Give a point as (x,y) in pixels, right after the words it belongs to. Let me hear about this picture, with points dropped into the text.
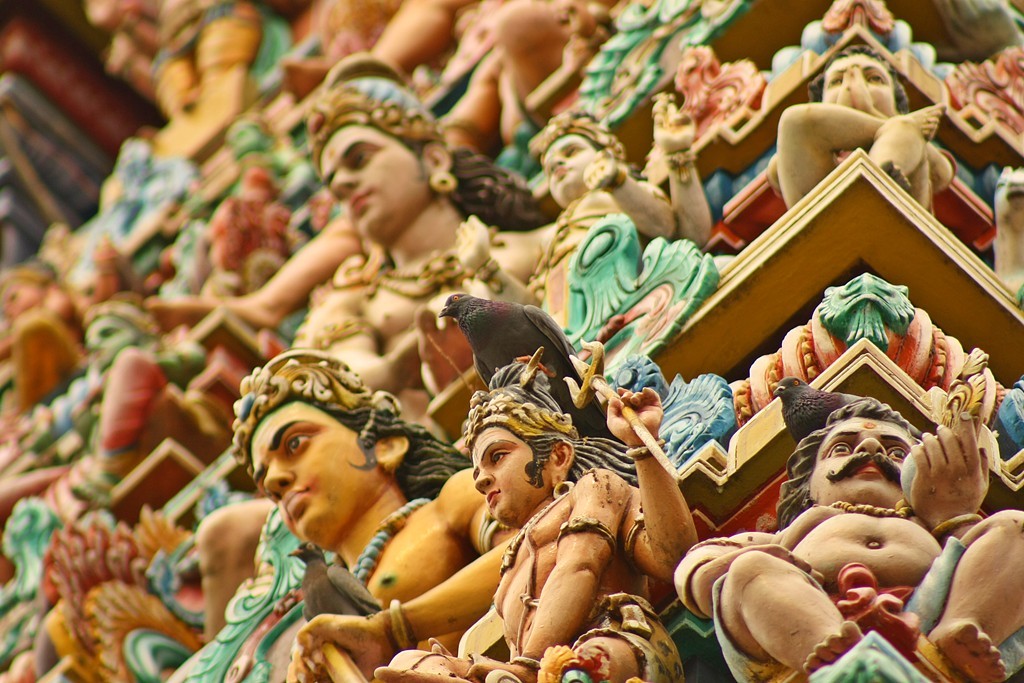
In this image we can see the religion colorful statue (397,283). And we can see the birds (533,339).
